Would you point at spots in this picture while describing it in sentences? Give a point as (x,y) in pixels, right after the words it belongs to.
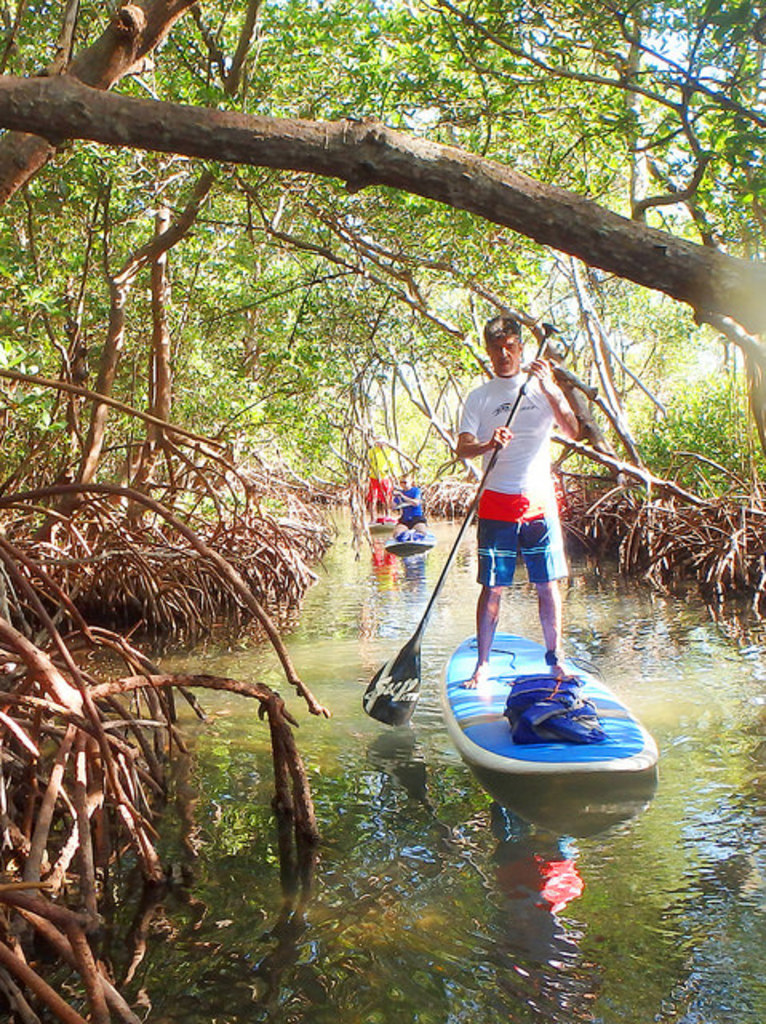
In this image there are people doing boating in the water (696,806) beside them there are so many trees (28,760).
